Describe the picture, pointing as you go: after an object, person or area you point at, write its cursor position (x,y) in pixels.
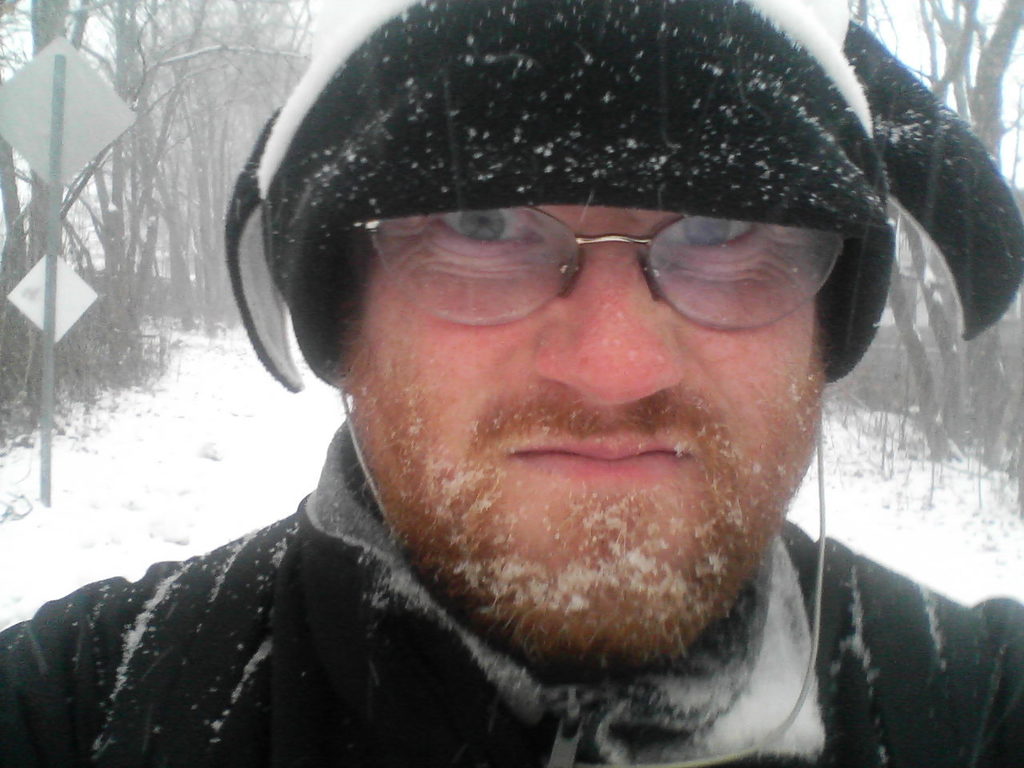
In this image I can see a man (517,516) and I can see he is wearing black colour jacket (186,656), specs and a cap (413,141). In the background (106,523) I can see snow (213,485), number of trees (1009,49), a pole (46,477) and few white colour boards (68,44).
